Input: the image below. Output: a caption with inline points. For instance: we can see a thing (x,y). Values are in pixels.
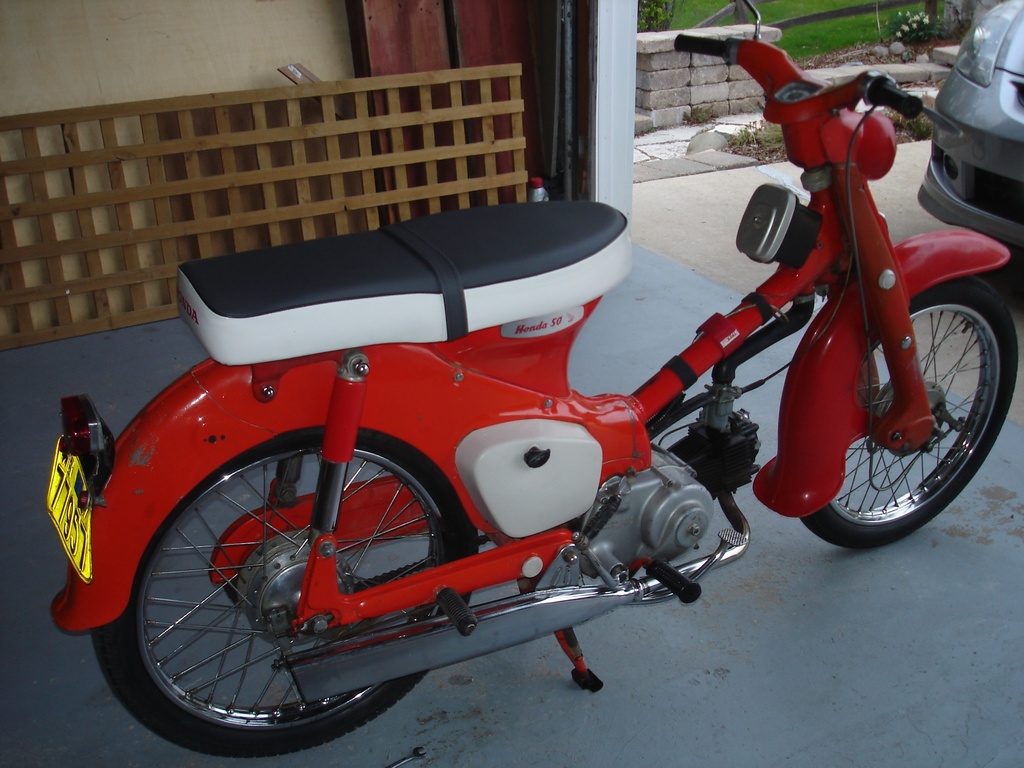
In the foreground of the picture (599,428) there is a motorbike (535,410). On the right (1004,145) there is a car (1003,80). In the background (814,55) towards right (697,90) there are bricks (704,70), flowers (899,33) and plants (650,18). On the left (250,173) there is a wooden object (225,167).
